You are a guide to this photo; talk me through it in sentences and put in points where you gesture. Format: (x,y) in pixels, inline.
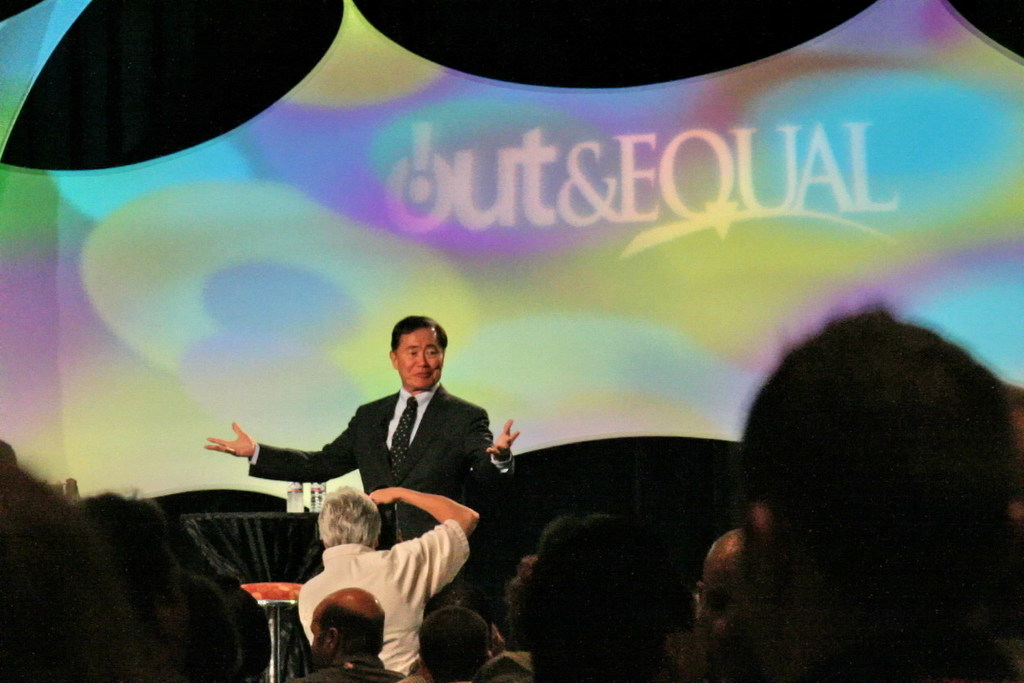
There is a person (395,446) standing. Near to him there is a table (231,523). On the table (214,538) there are bottles (295,500). In the back (408,212) there is screen (316,215). In front of him there are many people (568,614). Person (409,568) wearing white dress (407,556) is holding a camera (384,539).
